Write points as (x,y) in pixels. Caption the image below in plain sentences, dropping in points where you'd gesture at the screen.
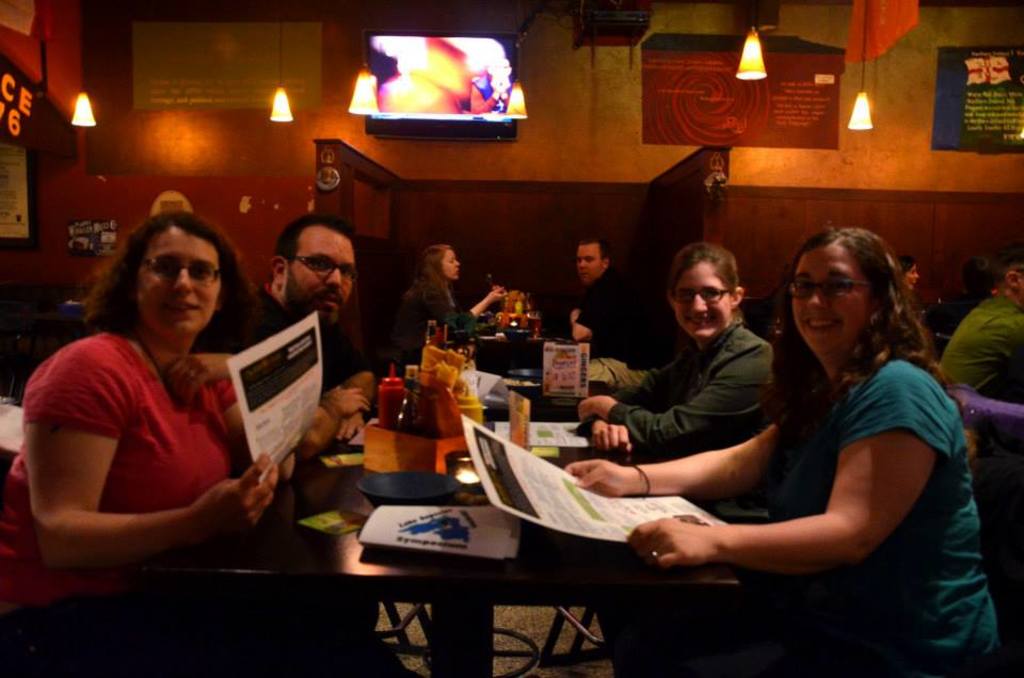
This image is taken in indoors. There are few people (668,490) sitting on the chairs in this image. In the right side of the image (700,650) a woman (838,555) is sitting and holding a paper (565,496) in her hand (720,537). In the background (230,189) there is a wall (309,143) with screen (463,119), frames (726,110) with text (777,104) on it and there are few lights (83,106). In the middle of the image (563,418) there is a table (363,496) with many things (432,445) on it.
